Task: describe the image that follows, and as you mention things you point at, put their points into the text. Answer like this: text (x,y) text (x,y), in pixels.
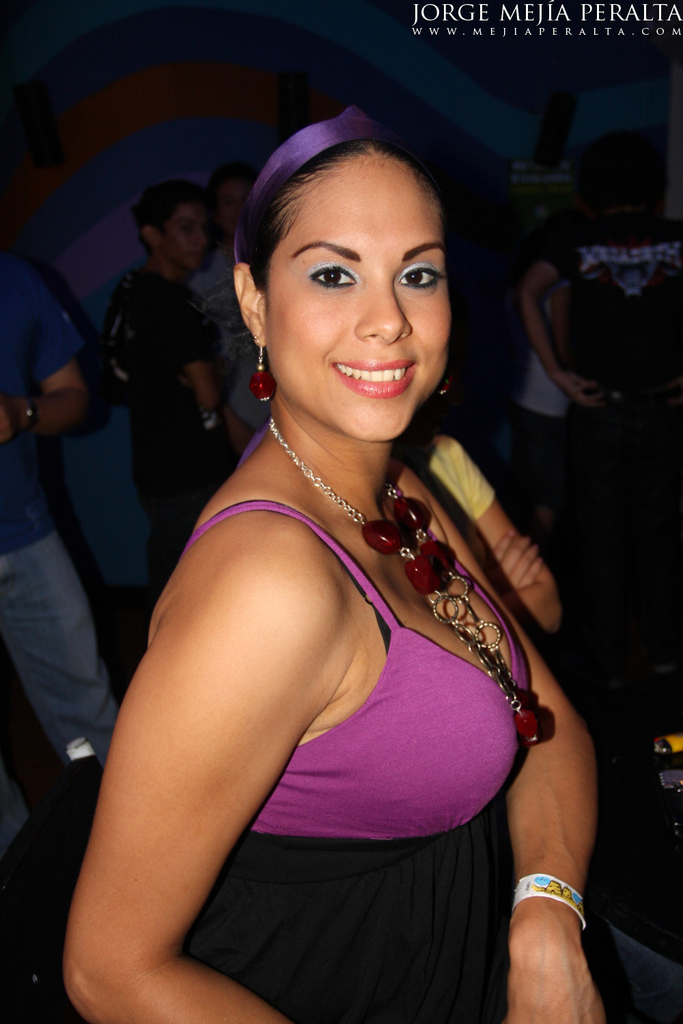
In this picture I can observe a woman (358,767) wearing violet and black color dress (298,832). Woman (378,506) is smiling. On the top right side (584,20), I can observe some text (498,12). In the background (138,412) there are some people (235,166) standing.
